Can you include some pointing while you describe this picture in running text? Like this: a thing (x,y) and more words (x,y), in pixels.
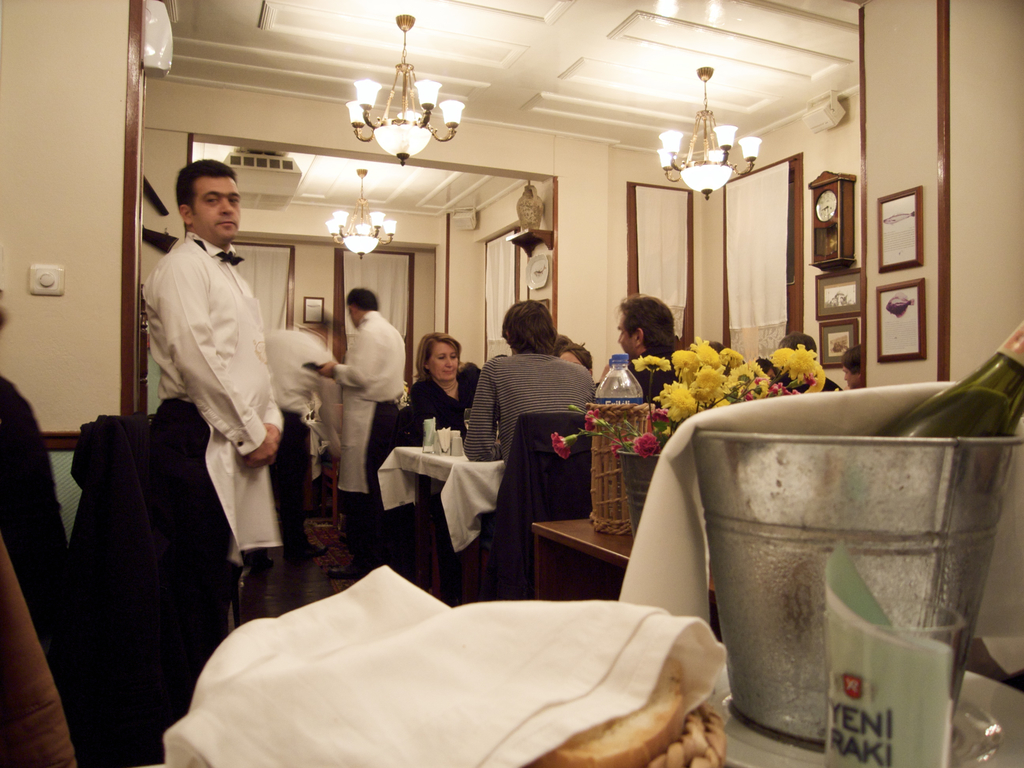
This picture shows few people (365,402) standing and few are seated on the chairs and we see couple of chandelier lights (362,201).
